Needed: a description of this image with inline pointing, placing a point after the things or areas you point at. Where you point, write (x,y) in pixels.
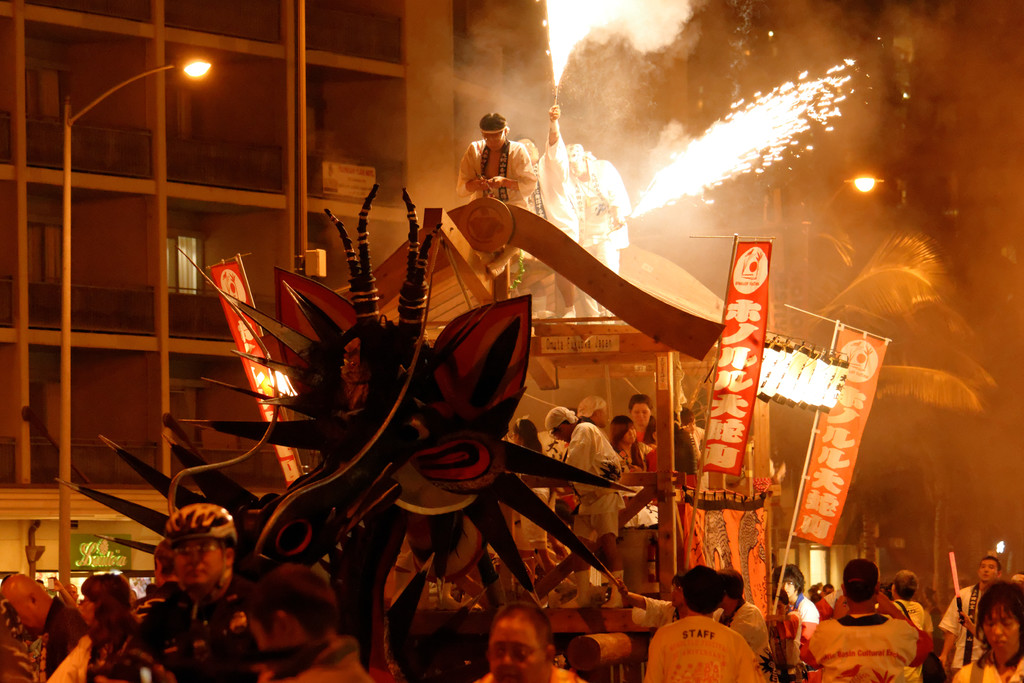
In the center of the image (591,312) there are people (594,529). There is a street light (69,566). In the background of the image (141,129) there is a building (408,168). There are banners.
